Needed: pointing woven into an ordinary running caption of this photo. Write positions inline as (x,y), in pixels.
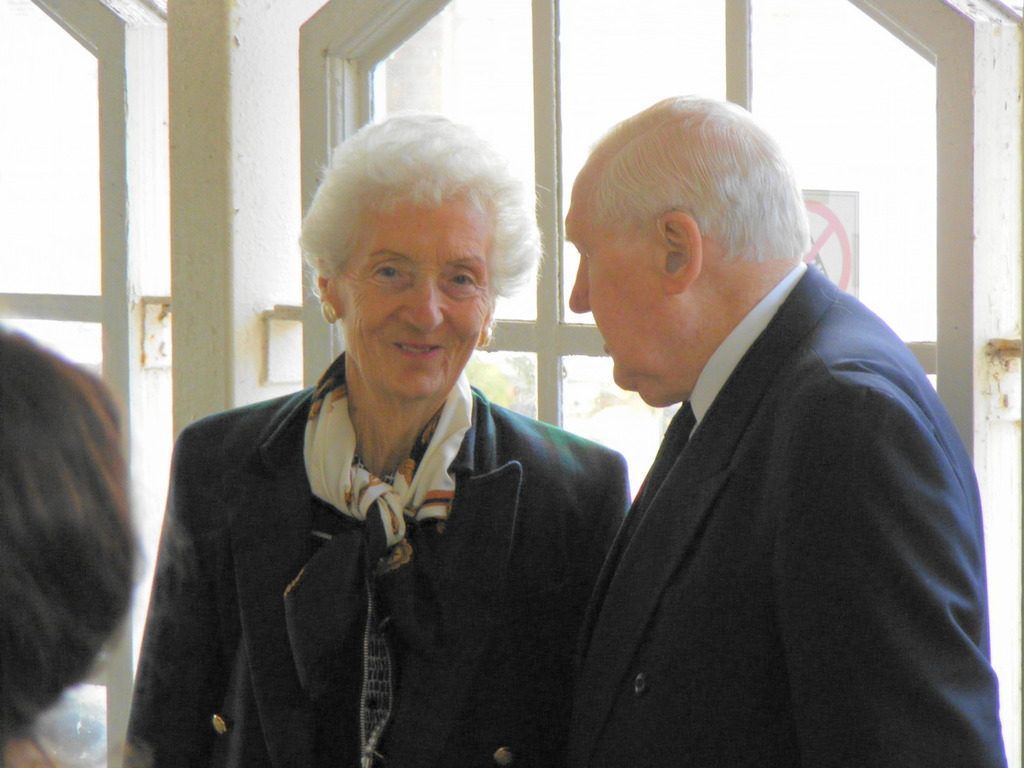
In the foreground of this picture (690,573), there is a couple (576,619) in suit (589,607) standing and talking to each other. On the left side (80,510), there is a person's head (79,427). In the background (451,77), there is a window (387,57) and a wall (285,45).
